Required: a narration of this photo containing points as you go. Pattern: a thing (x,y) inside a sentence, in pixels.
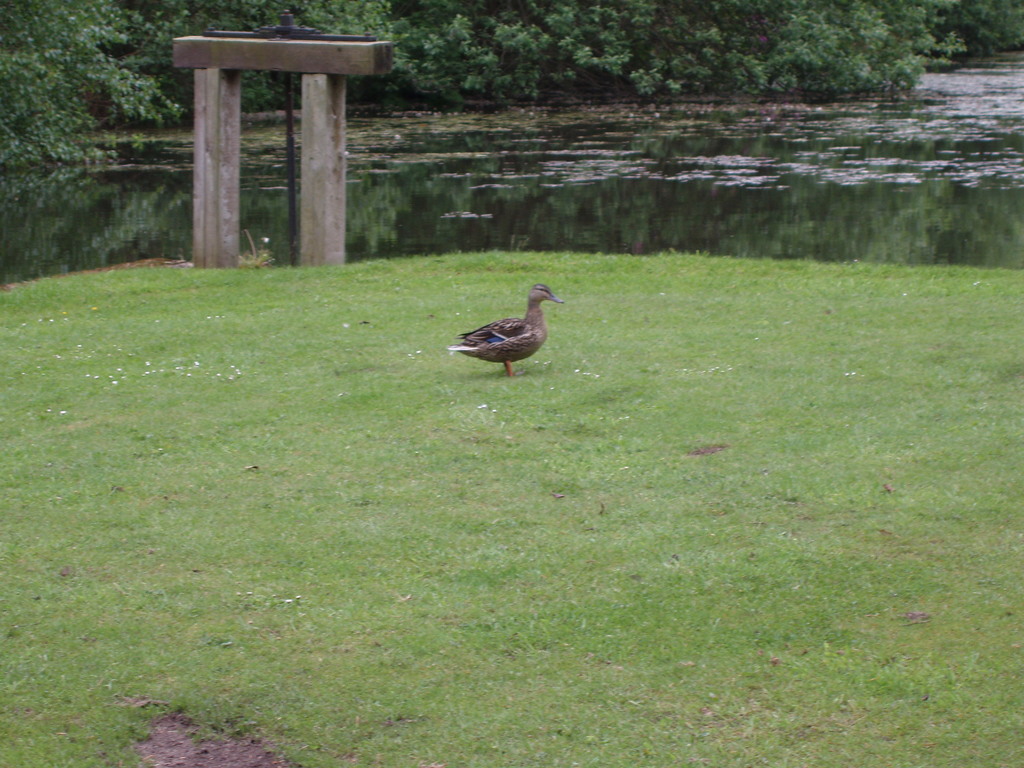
In the image we can see the bird (505,343), grass (546,316) and wooden construction (236,105). Here we can see the water (599,168) and plants (486,12).
